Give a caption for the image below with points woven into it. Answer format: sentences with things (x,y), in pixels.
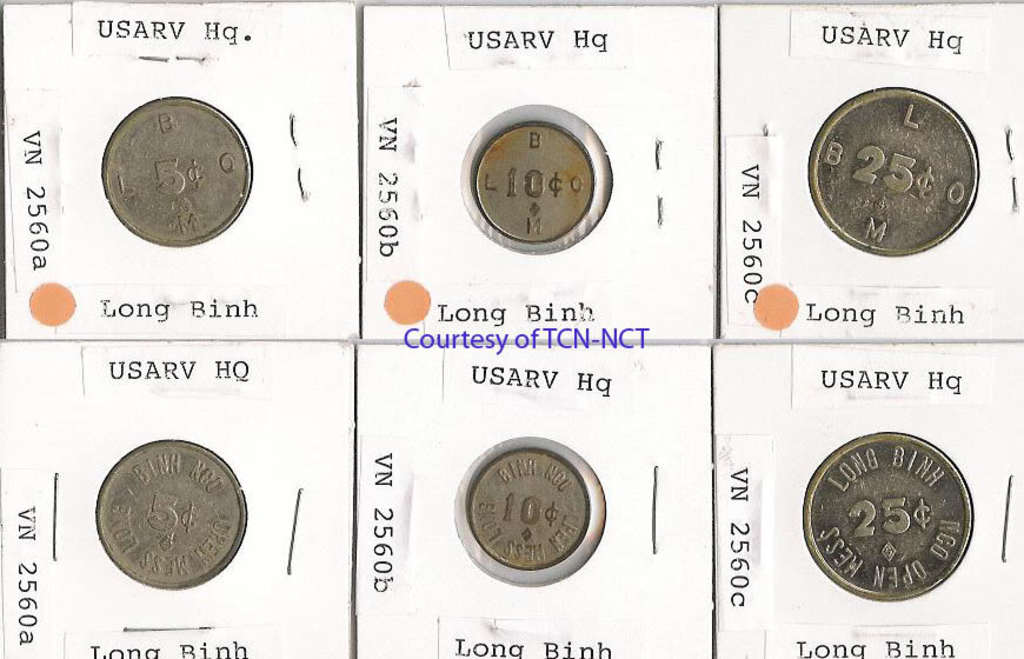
In this image we can see coins (148,127) and text (731,549).
